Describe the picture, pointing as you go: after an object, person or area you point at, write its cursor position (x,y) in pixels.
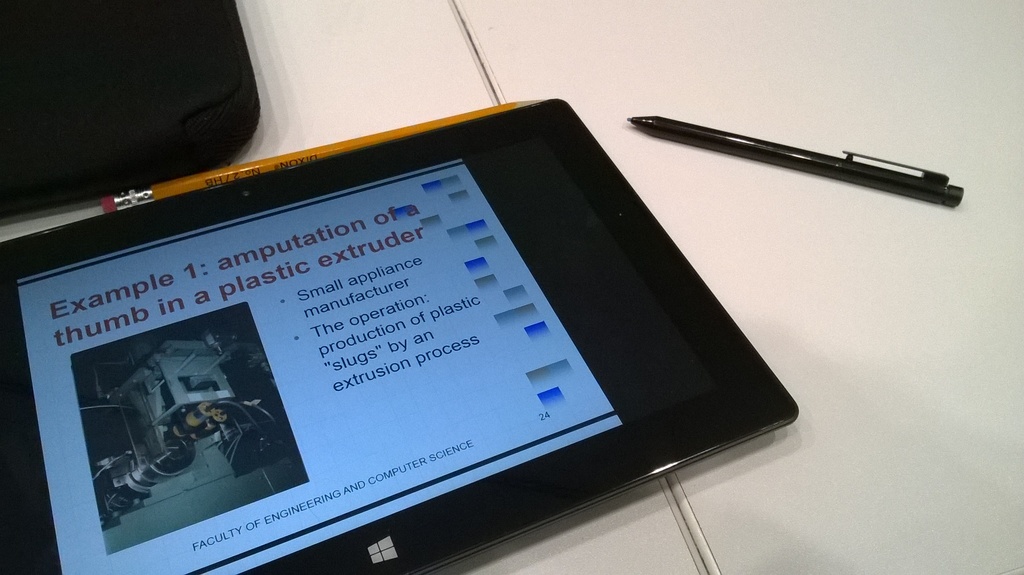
We can see tab (555,236), pencil (277,166), pen (685,123) and bag (227,119) on table (505,101).
